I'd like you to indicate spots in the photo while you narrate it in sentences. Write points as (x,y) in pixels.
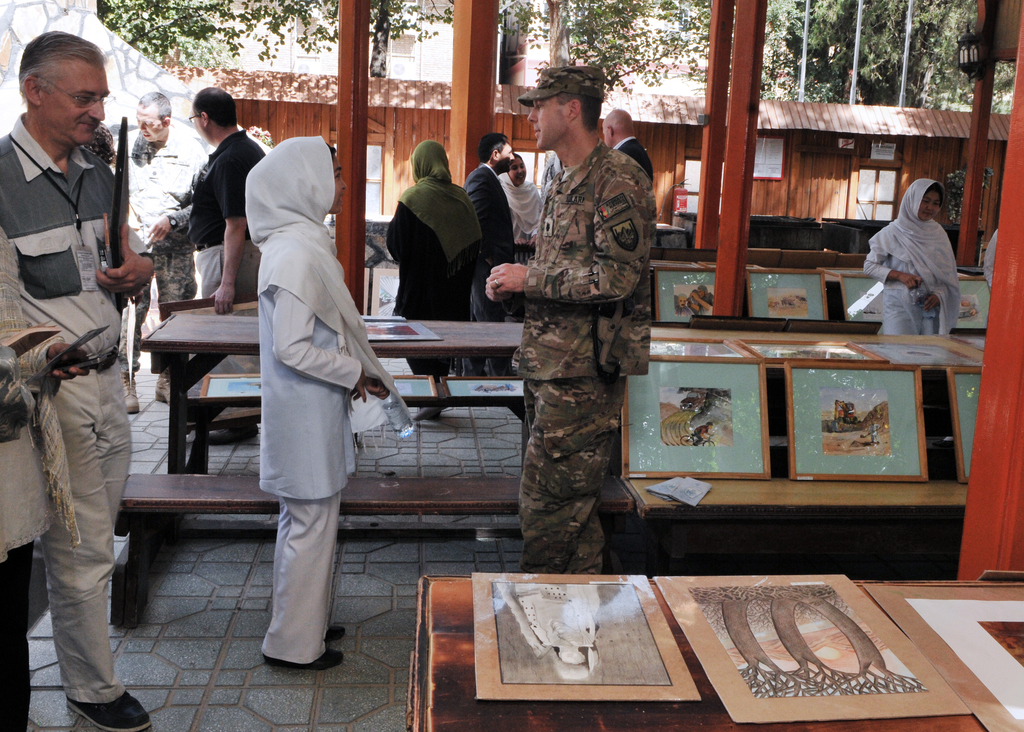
In this picture there is a soldier (577,265) standing and there is a kid (302,428) standing in front of him and there are few other persons (439,157) standing beside them and there are few photo frames (843,354) placed on an object (868,584) in the right corner (905,378) and there is a wooden house (830,125) and trees (694,39) in the background (683,46).
